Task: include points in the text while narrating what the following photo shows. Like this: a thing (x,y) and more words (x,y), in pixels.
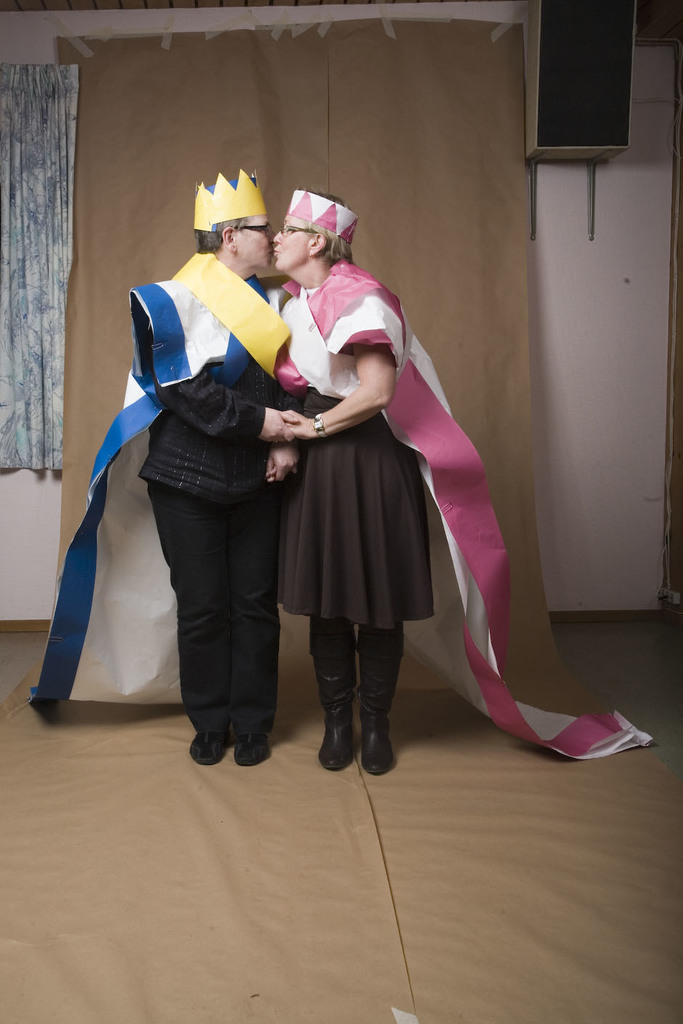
In the center of the image (347,351) there is a man (257,281) and woman (280,570) standing on the floor (357,812). In the background (63,472) we can see curtain (39,187), cloth (290,174), speaker (538,132) and wall (571,299).
